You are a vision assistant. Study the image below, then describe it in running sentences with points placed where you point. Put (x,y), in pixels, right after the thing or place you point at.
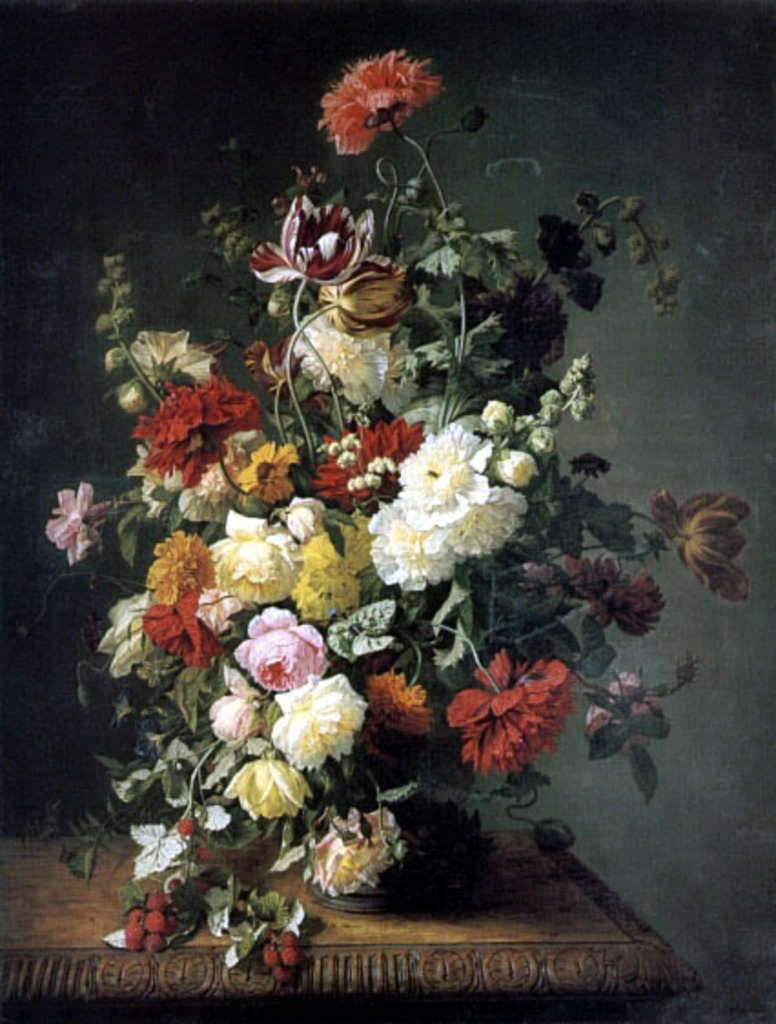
In this image, we can see a painting (425,924). Here we can see a flower bouquet (406,632) is placed on the wooden table (503,993). Background (540,180) there is a wall (724,924). Here we can see so many flowers (378,575), leaves (151,775) and stems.
